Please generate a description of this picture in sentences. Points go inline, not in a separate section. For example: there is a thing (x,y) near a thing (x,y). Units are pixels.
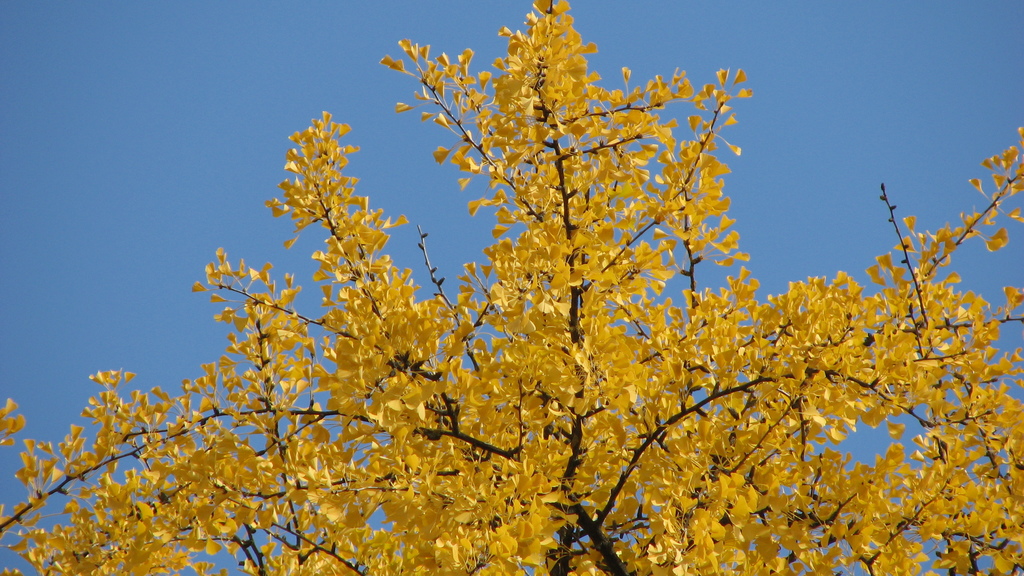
These are stems (573,463) of a tree (571,401) which has yellow leaves (589,373) to it and the sky (234,179) is blue in color.
